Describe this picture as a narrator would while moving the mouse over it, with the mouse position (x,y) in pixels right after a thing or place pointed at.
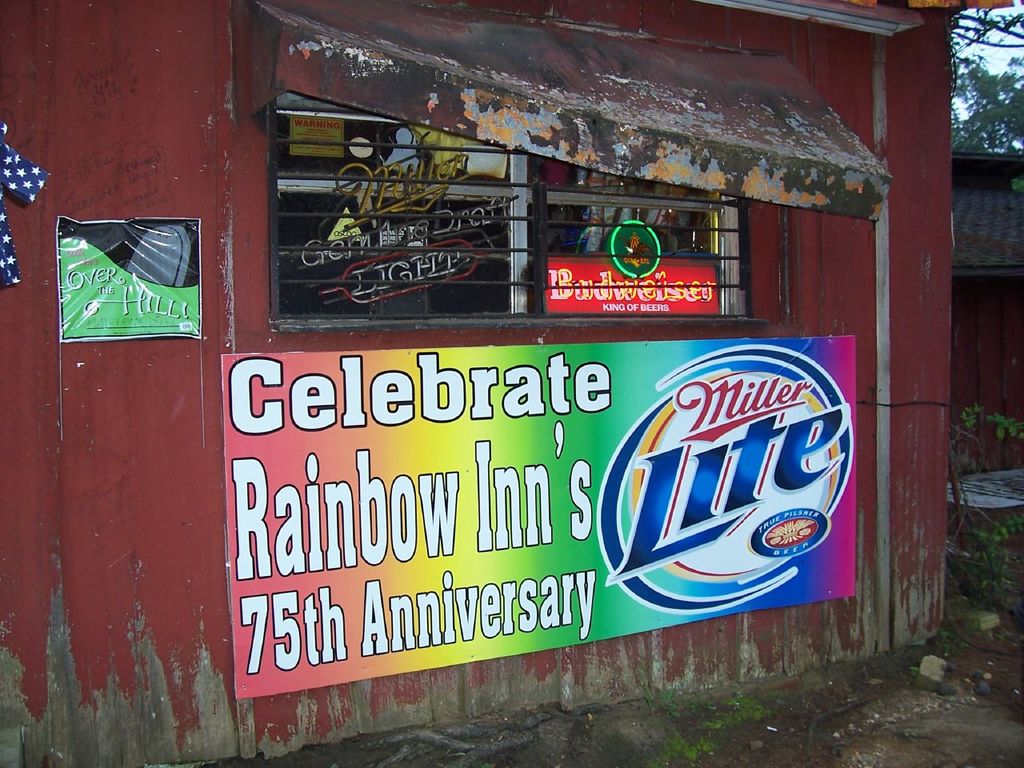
On the left side (306,525), there are two posters (121,267) attached to the brown color wall (123,161) of a building (946,57), which is having a window (620,221). Through this window (477,229), we can see there is a poster (631,298) and there are other objects (665,215). On the right side (984,77), there are plants (980,544), trees (968,132) and sky (989,58).
